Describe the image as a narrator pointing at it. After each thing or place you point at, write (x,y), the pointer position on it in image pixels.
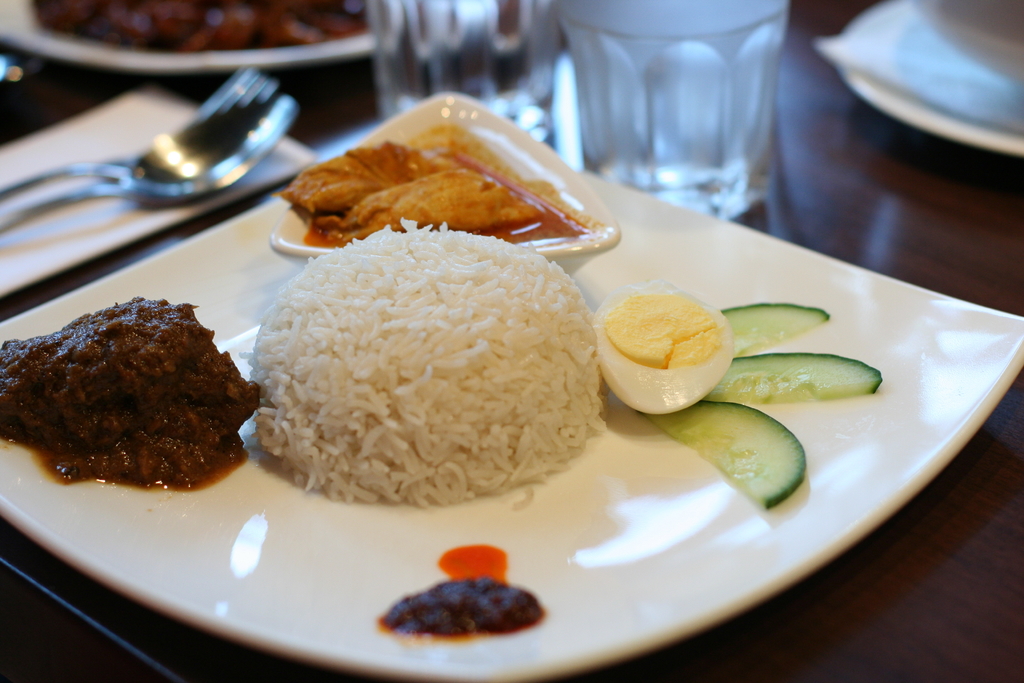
There is a plate (249,339) in the foreground (720,344), on which there are food items (493,367) and there are glass (489,96), plates (234,57), spoons (150,160) and tissue (126,143) on the table (823,153).
